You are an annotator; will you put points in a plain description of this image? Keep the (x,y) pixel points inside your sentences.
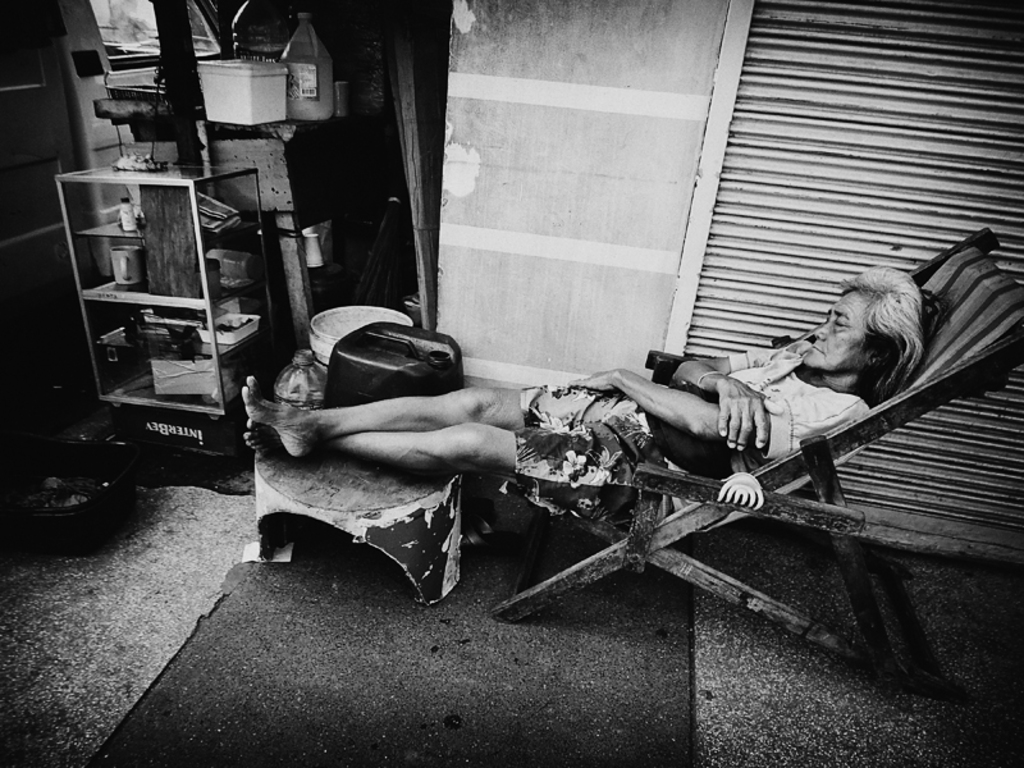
In this image I can see one person (640,448) lying on the chair (764,481). To the side of the person (545,440) I can see the wall (574,194). To the left (205,338) there is a glass rack (121,371) and some objects (123,346) in it. In the back (261,154) I can see a bottle (294,52), box (207,107) and few more objects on the table (272,190). And this is a black and white image.
